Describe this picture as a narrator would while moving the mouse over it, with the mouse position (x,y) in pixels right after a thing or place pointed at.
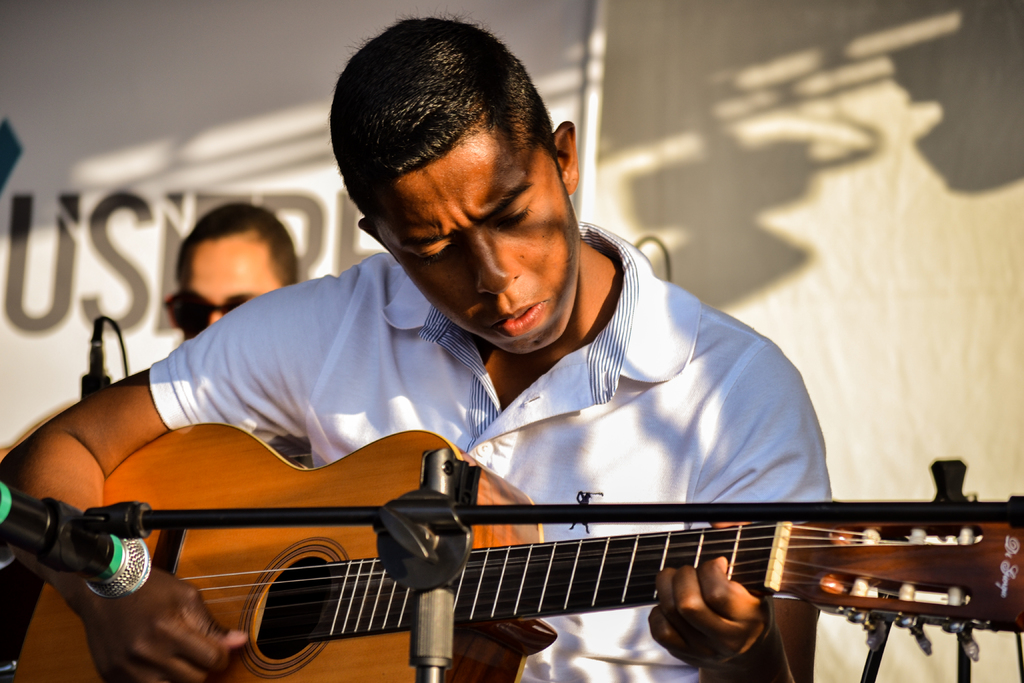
In this image in the center (519,261) there is one man (404,167) who is sitting and he is playing a guitar (513,558), in front of him there is one mike (113,535). On the background (870,109) there is a wall (182,63), beside this person (386,242) there is another person (236,267).
